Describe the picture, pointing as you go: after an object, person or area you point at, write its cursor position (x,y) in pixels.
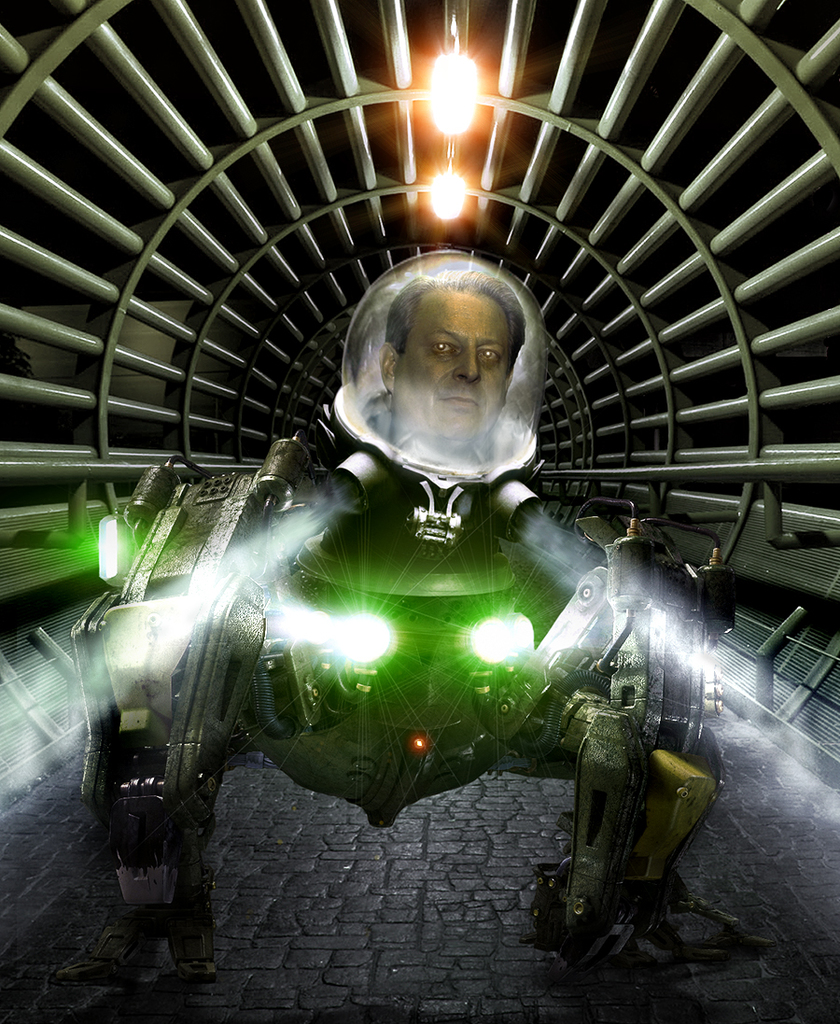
In this picture we can see an electronic machine (545,695) and on this a human face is projected. And these are the lights (332,646). And this is the tunnel (775,402).
